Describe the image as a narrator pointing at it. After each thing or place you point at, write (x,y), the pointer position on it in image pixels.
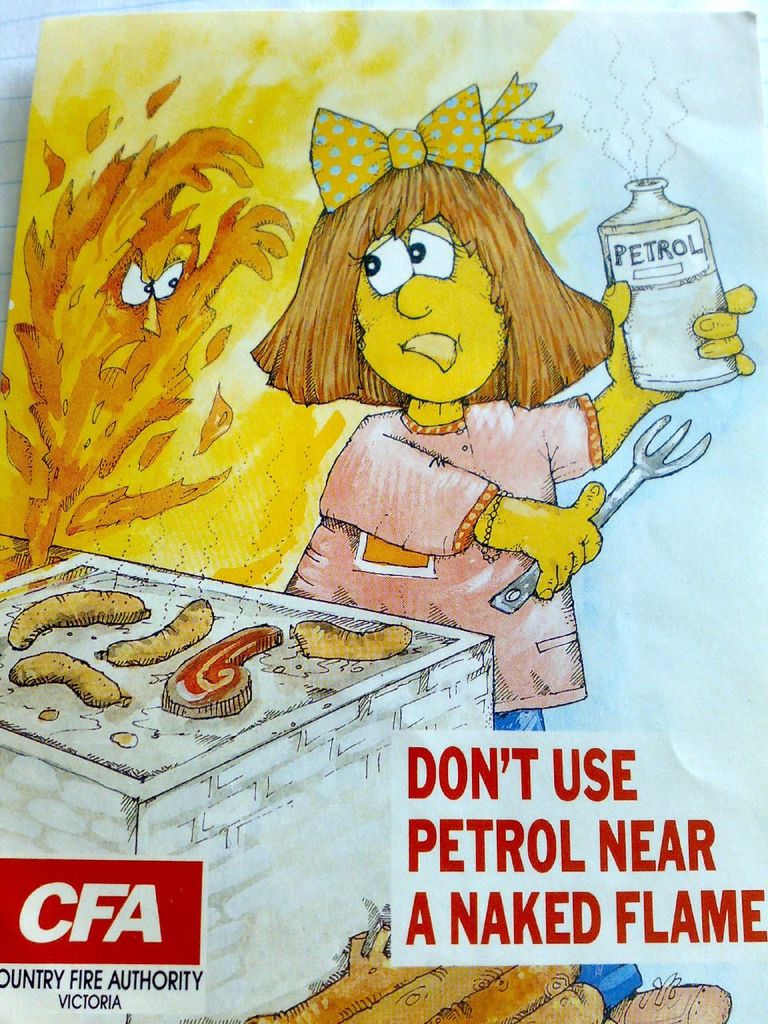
In this image there is a painting (521,769). There is a text (549,911) on the painting board (581,940).
